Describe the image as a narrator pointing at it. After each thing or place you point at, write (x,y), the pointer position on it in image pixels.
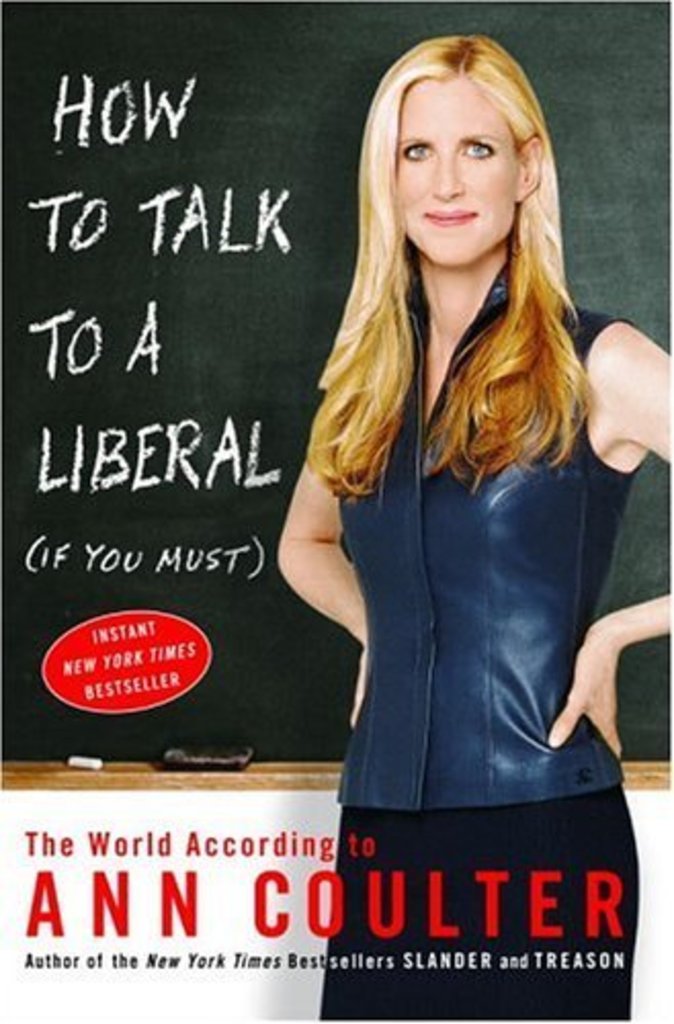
In the center of the image (348,639) we can see a poster (293,693). On the poster (470,636), we can see one person (507,604), one board (209,728), some text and some objects (210,764).
